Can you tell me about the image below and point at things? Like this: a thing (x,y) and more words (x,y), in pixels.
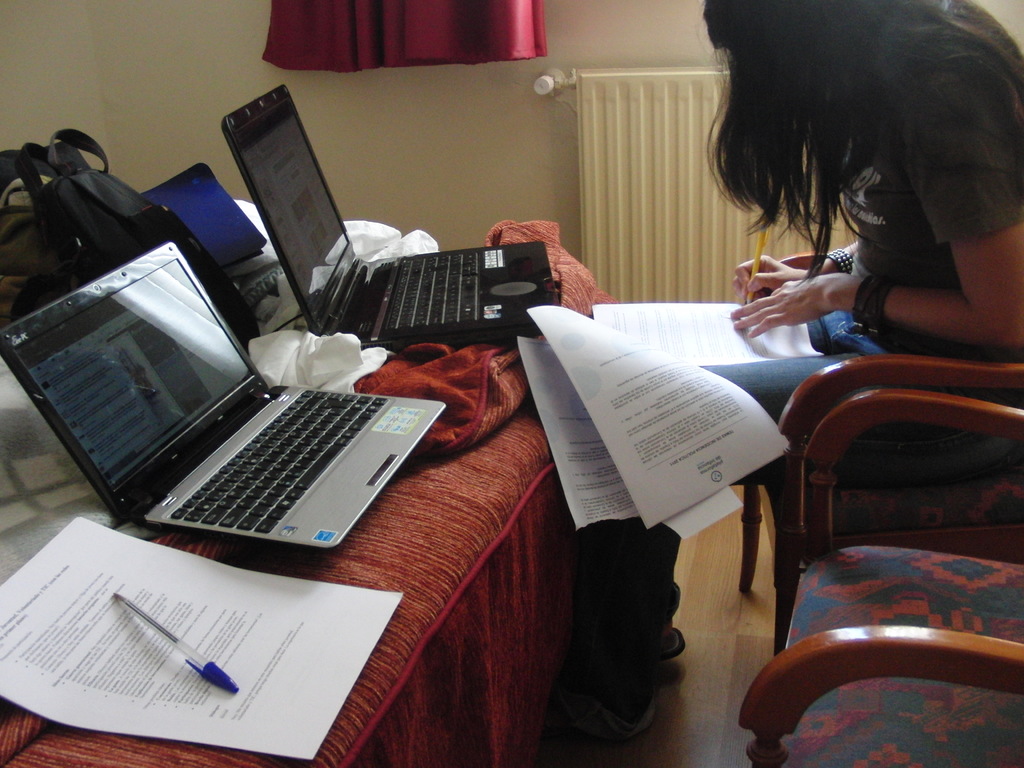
This woman (865,154) is sitting on a chair (908,367) and holding a pen (764,240) to write on this paper (779,342). In-front of this woman (782,380) there is a bed (275,551), on this bed (484,469) there are laptops (419,416), bed-sheet (452,394), pen (194,650), paper (224,660) and bag (180,228). Far there is a red curtain (419,36).
